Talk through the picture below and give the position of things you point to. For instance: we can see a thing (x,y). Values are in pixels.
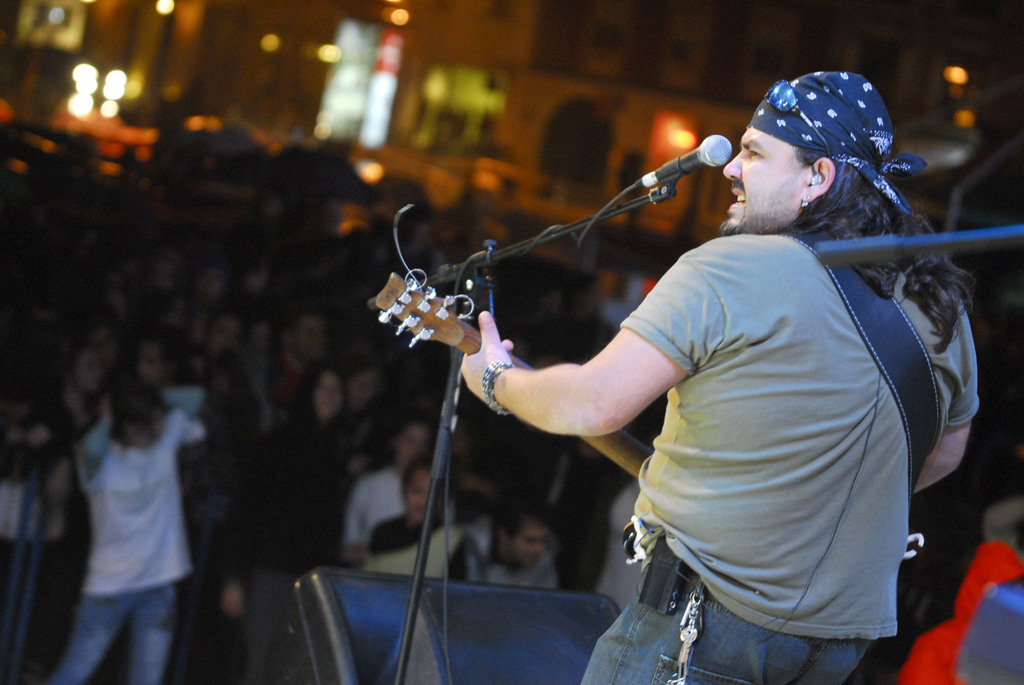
This picture describes about group of people (362,325), on the right side of the image (723,270) we can see a man (466,384), he is playing guitar (461,335) in front of microphone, in the background (9,56) we can find few lights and buildings (322,107).
